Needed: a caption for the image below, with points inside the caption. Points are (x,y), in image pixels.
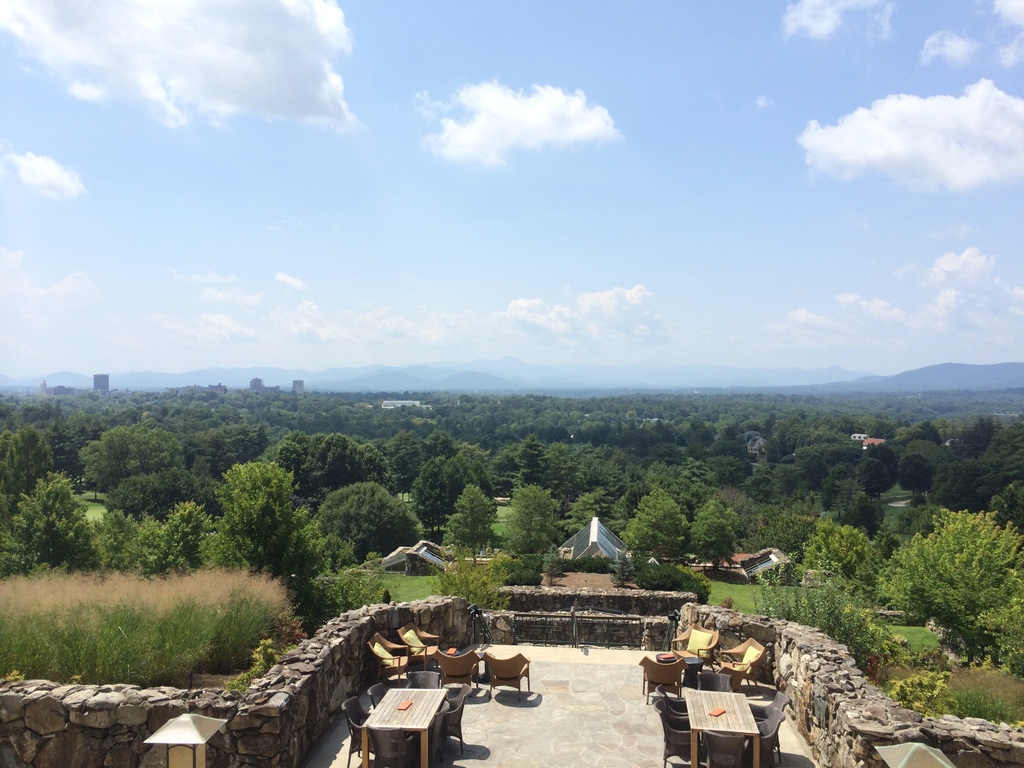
In this image at the bottom (370,703) there are some tables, chairs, walkway (559,713) and wall (105,716). And in the background (686,478) there are some houses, trees (747,540), buildings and mountains (318,386). And at the top (606,163) there is sky (507,187).
